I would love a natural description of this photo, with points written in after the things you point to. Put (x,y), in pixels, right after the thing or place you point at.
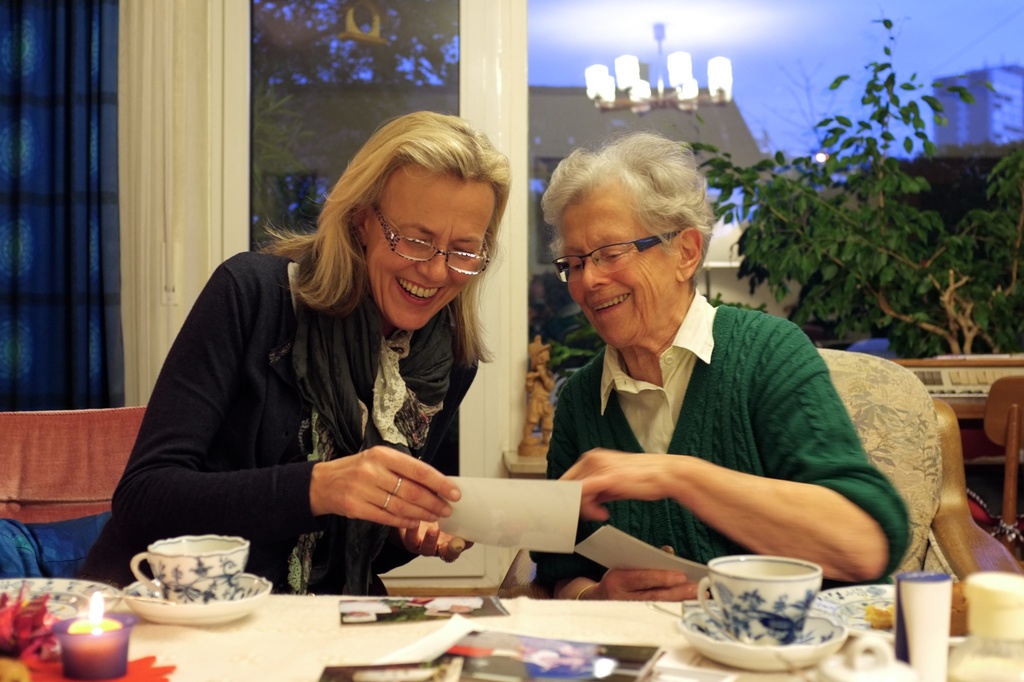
This image is taken in a room (931,564), In that there is a table (213,636) of white color on that table (269,610) there are some food items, and there are two cups (719,612) of tea (211,584) and there are some people (717,510) sitting on the chairs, In the background (895,128) there is a window (756,98) and a white color wall (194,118).
